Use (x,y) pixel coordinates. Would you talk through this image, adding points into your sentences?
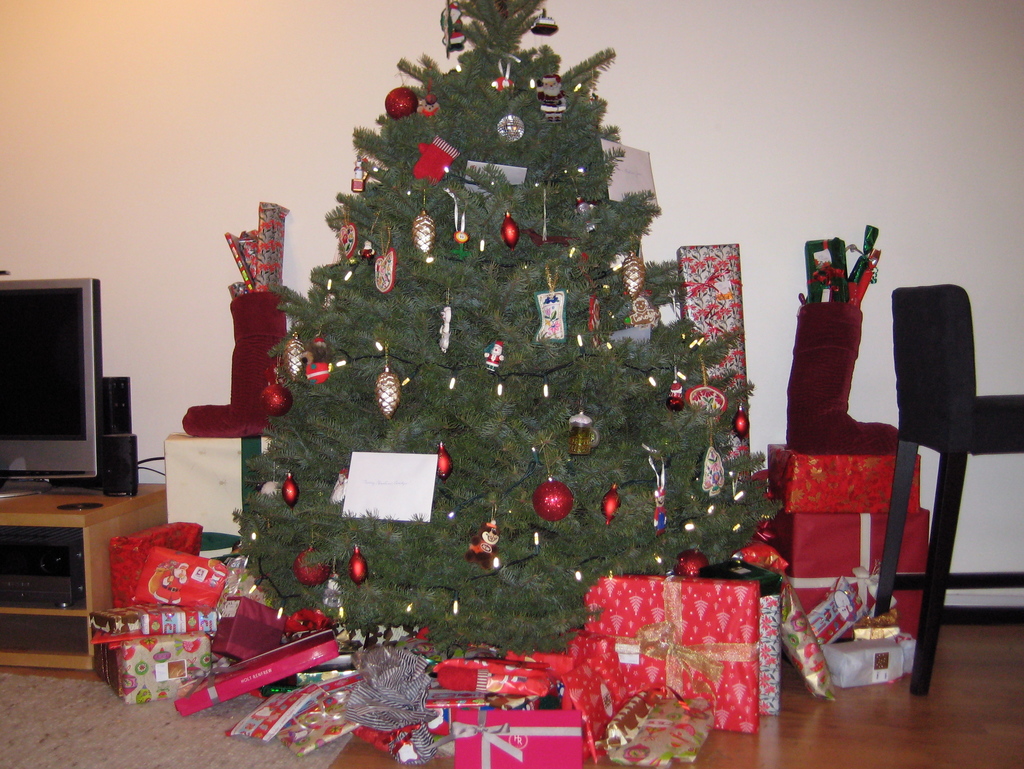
In this image we can see a Christmas tree (460,482) with decorations (453,238). Near to the tree (408,391) there are gift boxes (598,638). On the right side (963,433) there is a chair (941,445). Also we can see boots (267,358) with some items (833,253). On the left side (68,529) there is a table (49,514) with television (52,414), speaker (126,409) and some other items (65,599). In the back (268,139) there is a wall (873,132).
